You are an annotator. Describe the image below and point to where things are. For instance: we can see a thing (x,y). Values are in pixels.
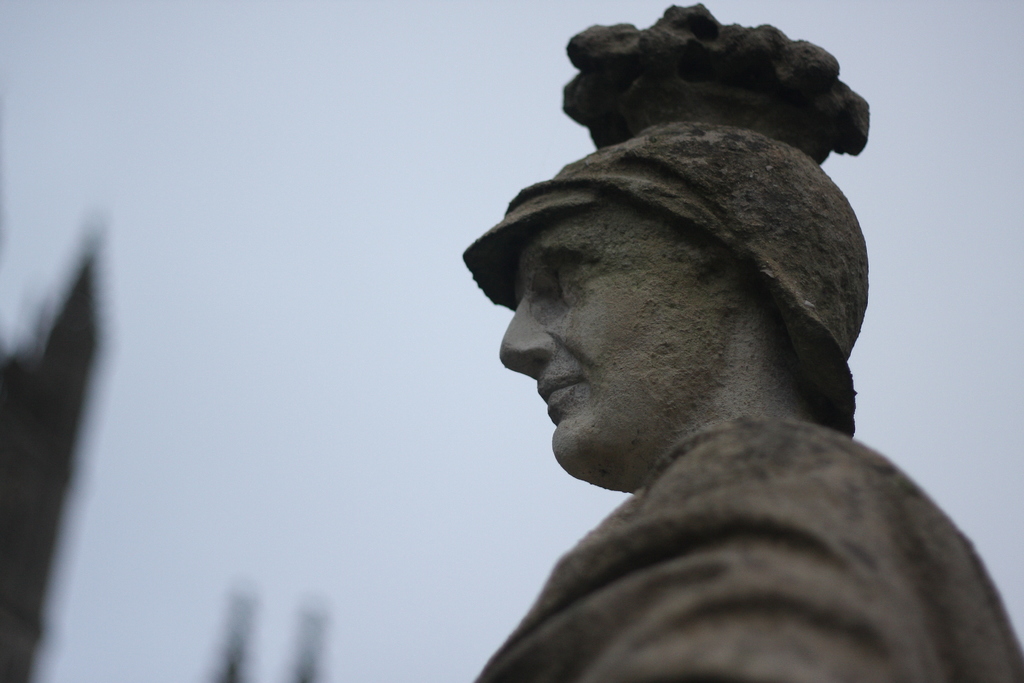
In the image we can see there is a statue (655,511) of a person (560,567).
